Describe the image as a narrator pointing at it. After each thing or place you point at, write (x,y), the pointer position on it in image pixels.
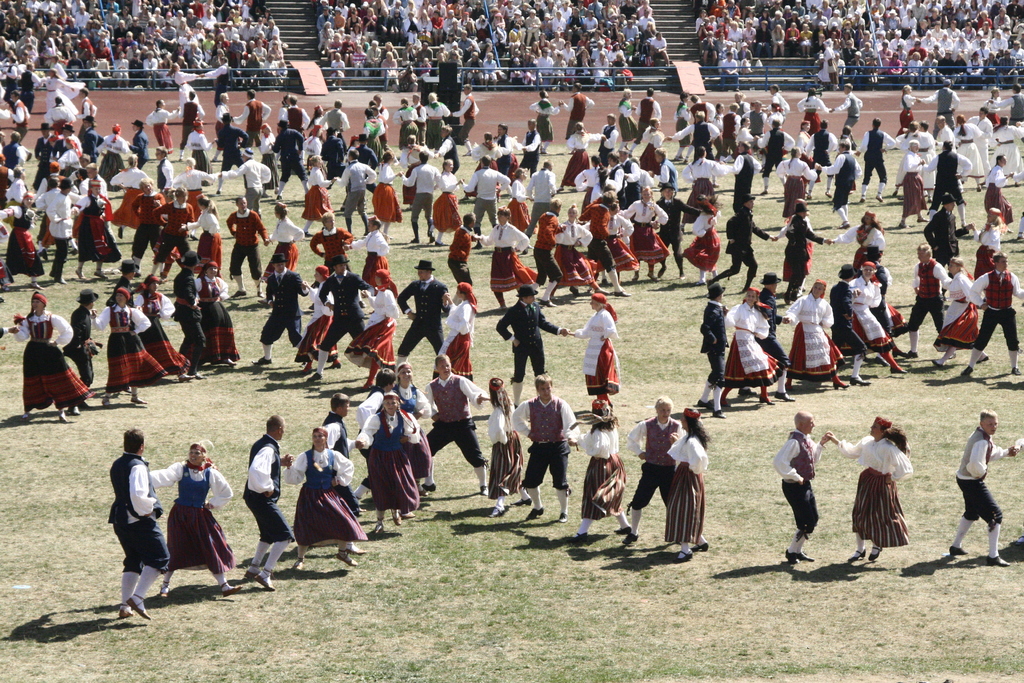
We can see people (665,179) dancing. In the background (638,26) we can see audience (425,25).
